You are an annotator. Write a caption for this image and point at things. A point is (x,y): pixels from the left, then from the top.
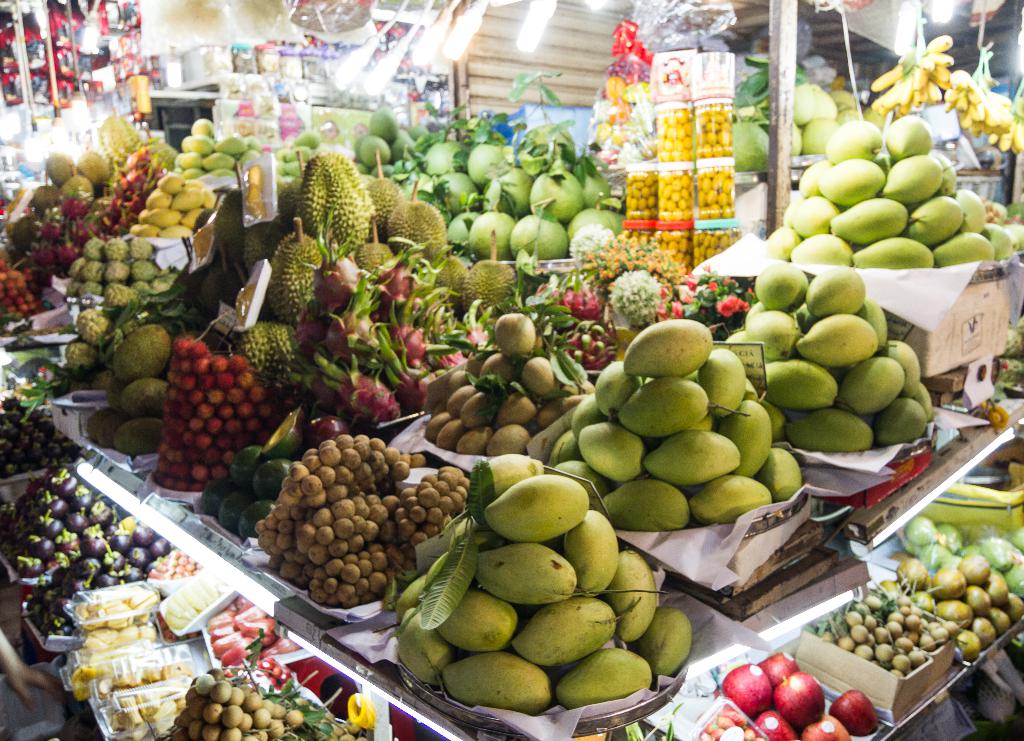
There are different types of fruits (597,520) are available as we can see in the middle of this image (454,362).
